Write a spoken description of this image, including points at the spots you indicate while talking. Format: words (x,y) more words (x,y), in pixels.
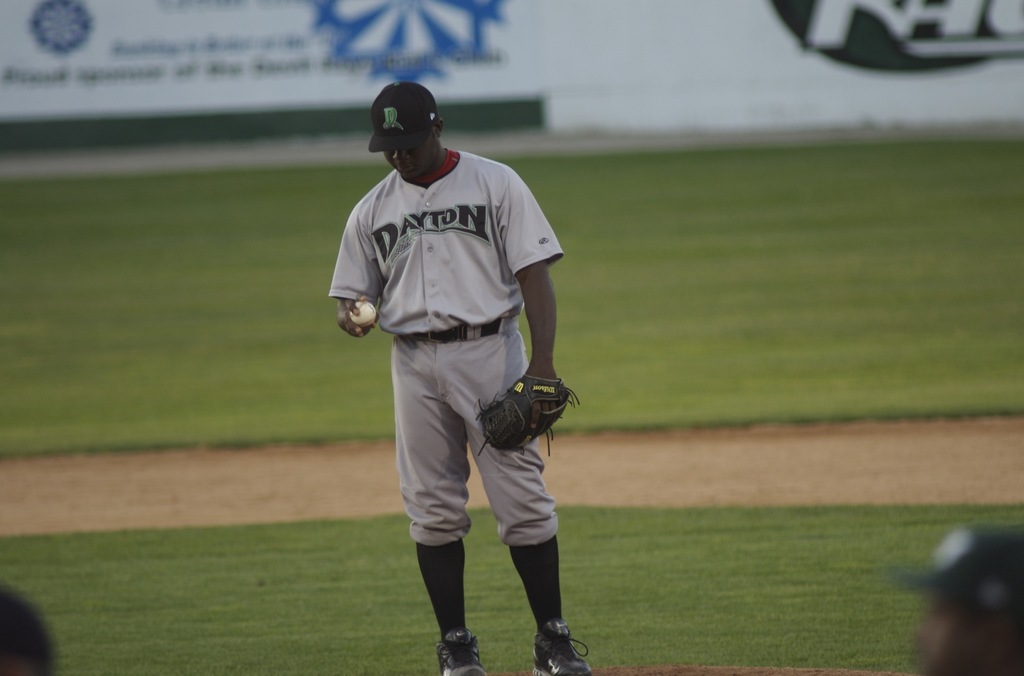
In this picture I can see a man (432,324) holding a ball (368,324) in his hand (341,320) and he wore a glove (532,410) to his another hand (539,375) and a cap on his head (426,133) and looks like few people (922,626) are standing and I can see grass (580,562) on the ground (556,290) and I can see text (392,63) on the hoardings (555,73).
